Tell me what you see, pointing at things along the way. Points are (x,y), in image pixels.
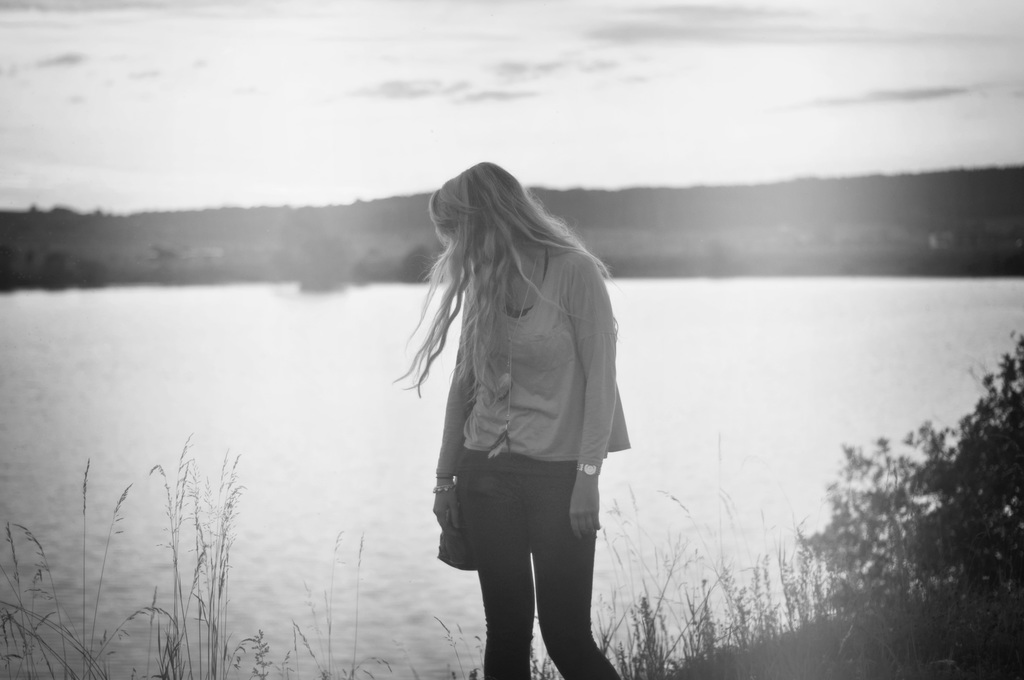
This is a black and white picture where there is a person (519,363) standing, and in the background (290,362) there is water (273,361), trees (219,238), sky (351,144).
